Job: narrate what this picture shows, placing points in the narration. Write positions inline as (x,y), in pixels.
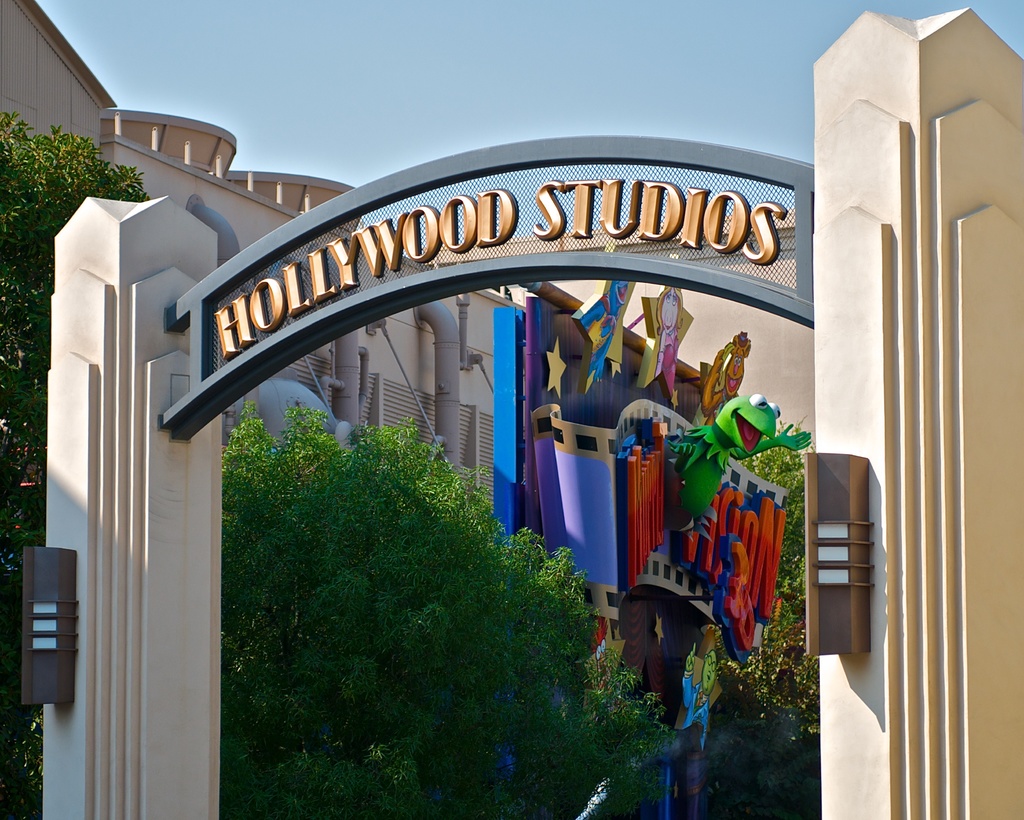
In the foreground of the picture (280,270) there is an arch (428,273) with some text (256,304) on it. In the center of the picture (362,523) there are trees (552,593). In the background (449,351) there is a building (385,341) and there are pipes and other objects (617,395).
